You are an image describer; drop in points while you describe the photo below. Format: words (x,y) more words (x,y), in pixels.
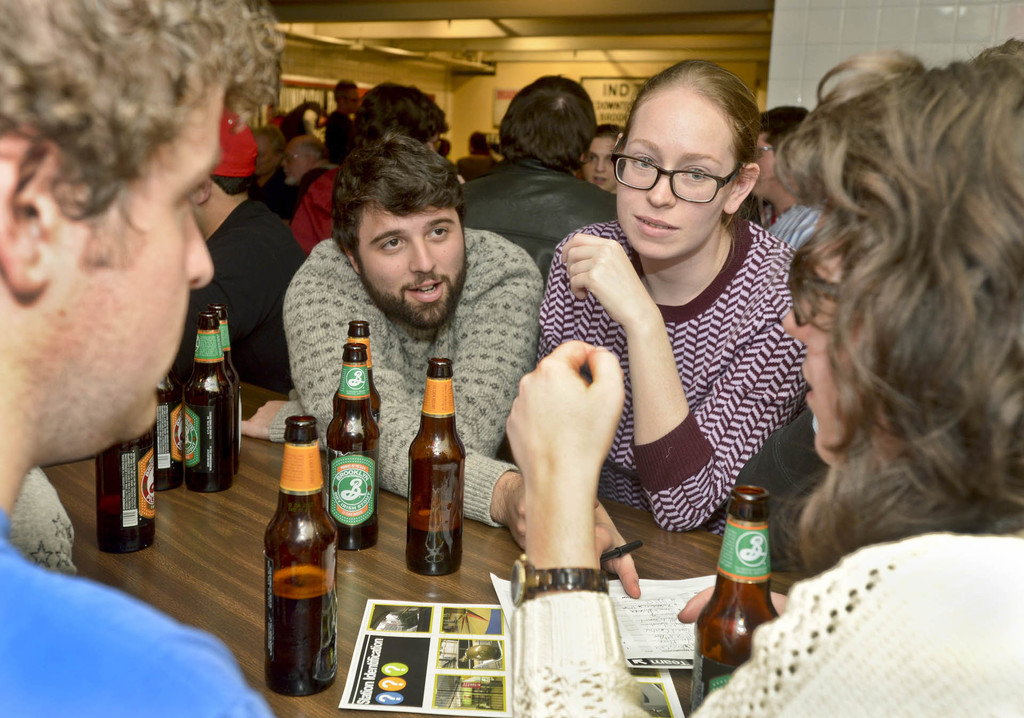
In the image there are several people (678,345) seated on either sides of table (239,561) with beer bottles (370,463) on it. This place seems to be bar (385,15).
